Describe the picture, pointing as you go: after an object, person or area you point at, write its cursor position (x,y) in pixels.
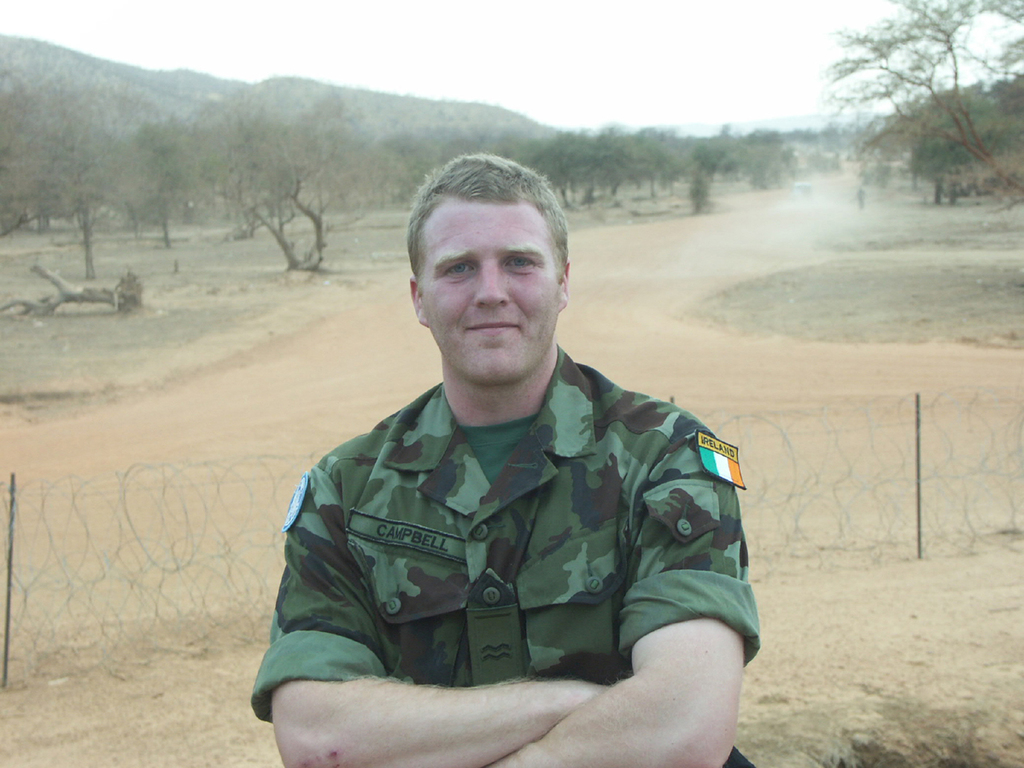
Here we can see a man (440,491) posing to a camera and he is smiling. In the background (5,174) we can see trees (5,174) and sky (785,109).
